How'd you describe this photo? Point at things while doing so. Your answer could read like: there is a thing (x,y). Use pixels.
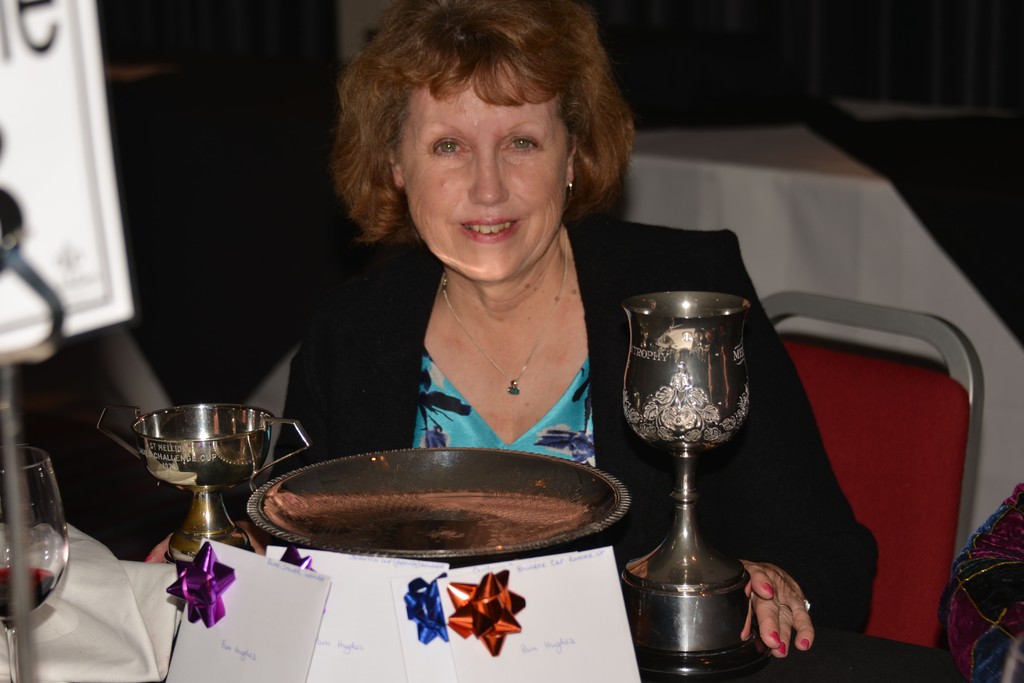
In the center of the image (477,363) we can see a lady (743,563) is sitting on a chair (923,493), in-front of her we can see a table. On the table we can see a cloth (91,609), glass (56,567), plate (429,550), papers (287,655) with decor (437,606) and cups (684,419). In the background of the image (13,37) we can see the wall (1017,48), board (101,92). In the bottom right corner (977,627) we can see a person hand (969,568).
